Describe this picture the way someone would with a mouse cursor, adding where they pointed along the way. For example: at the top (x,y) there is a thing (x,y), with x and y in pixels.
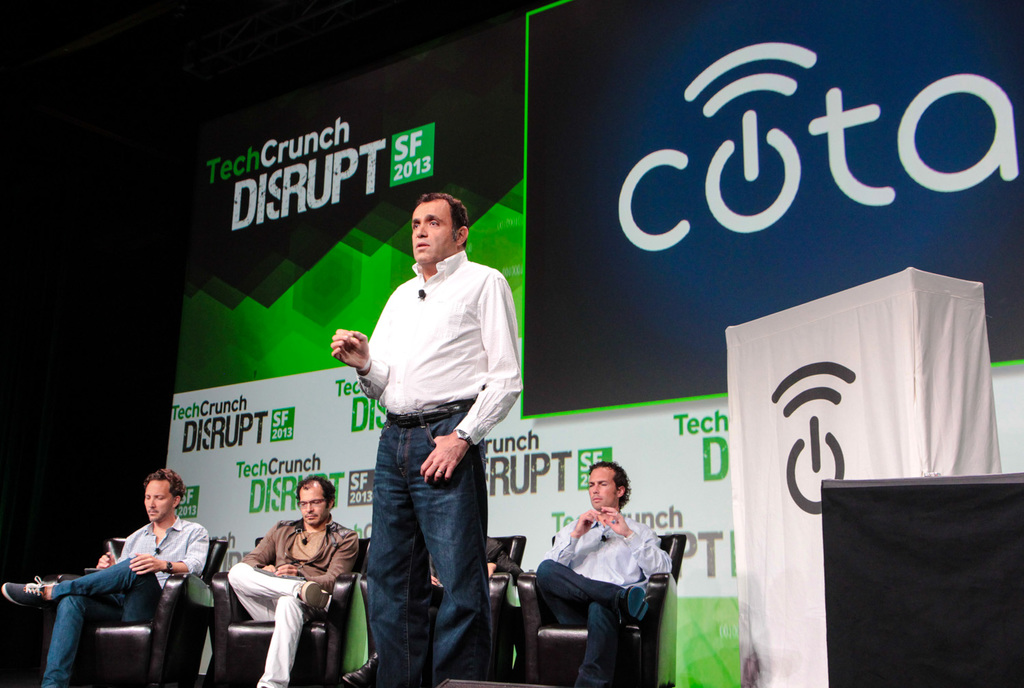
In this image we can see a person (453,368) wearing watch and he is standing. In the back (563,573) we can see few people (164,528) sitting on chairs (347,597). In the background (397,242) there is a banner (570,424) with text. Also there is a podium (840,339) with white cloth (877,380). On that there is a sign (812,445).
